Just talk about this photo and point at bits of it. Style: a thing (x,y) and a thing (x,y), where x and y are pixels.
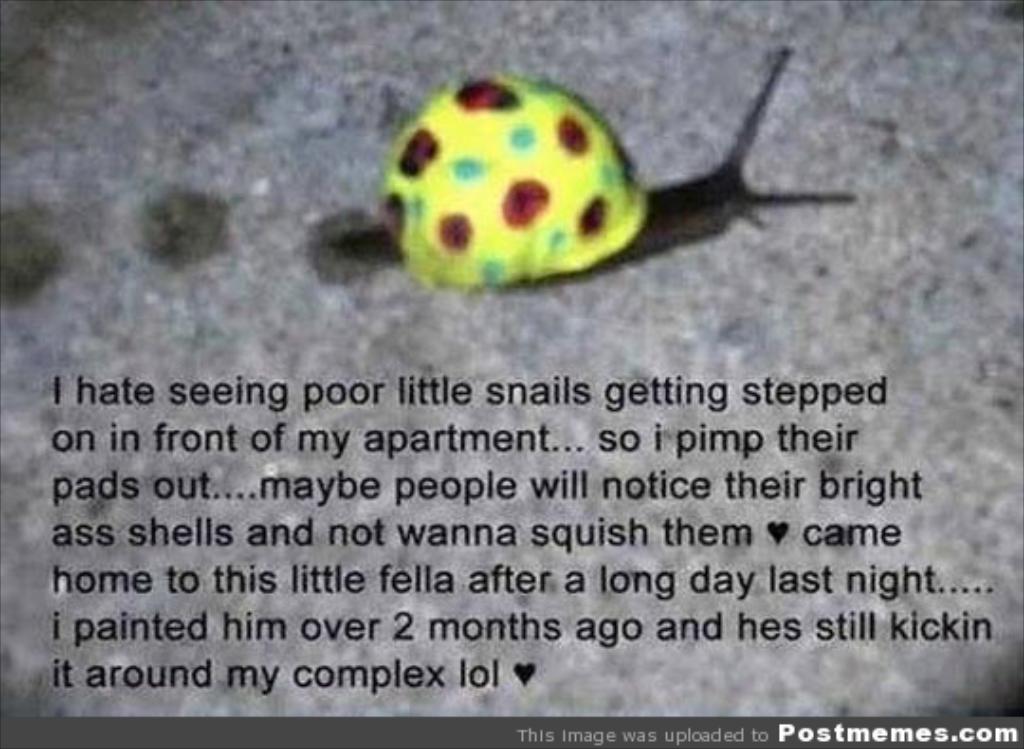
This image looks like a printed image in which I can see an snail (476,101) on the floor (767,339) and a text (529,509).
